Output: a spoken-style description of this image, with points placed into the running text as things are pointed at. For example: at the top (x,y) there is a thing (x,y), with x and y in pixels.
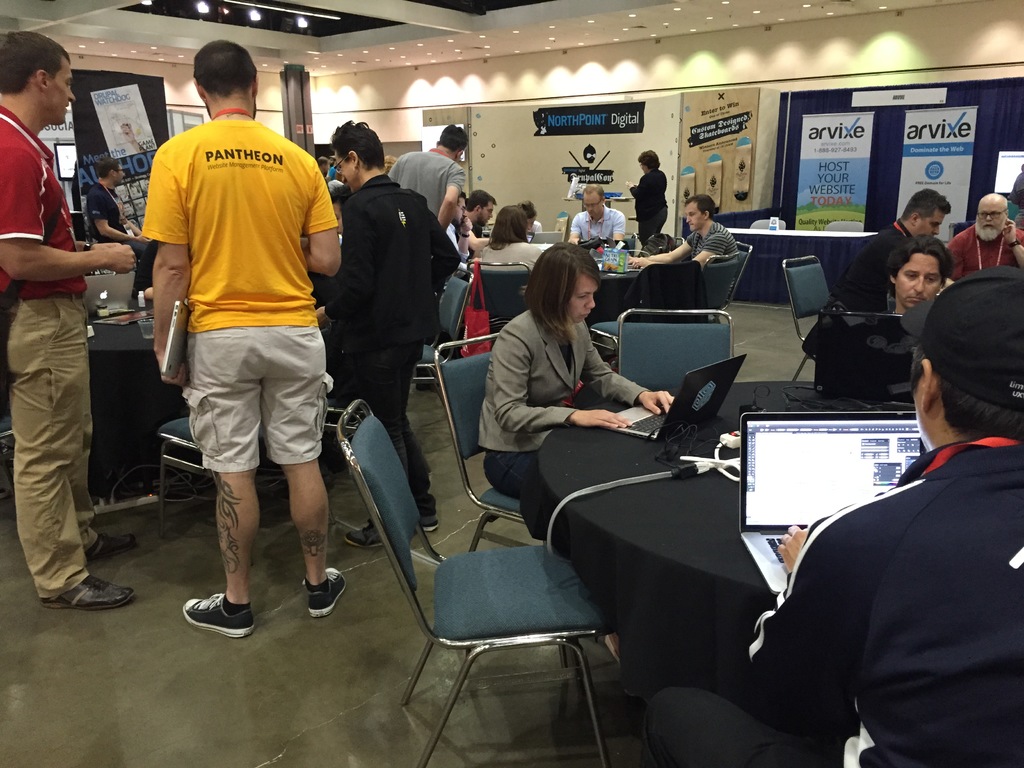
In this image I can see people (57,537) where few of them are standing and rest all are sitting on chairs (522,278). On this table (653,497) I can see three laptops (759,429). In the background (719,129) I can see few posters (847,136) on this wall (500,141).
